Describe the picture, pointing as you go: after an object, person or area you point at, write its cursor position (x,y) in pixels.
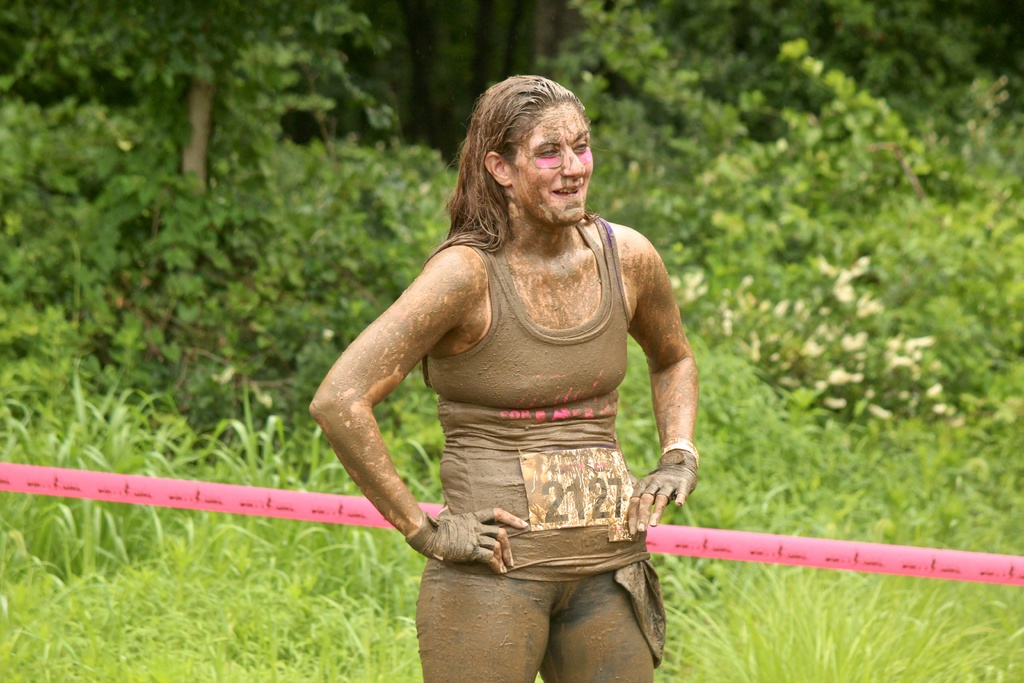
In this image in the center (455,323) there is one woman (536,409) who is standing, and in the background (349,207) there are some trees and plants (760,603) and in the center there is a tape (934,553).
